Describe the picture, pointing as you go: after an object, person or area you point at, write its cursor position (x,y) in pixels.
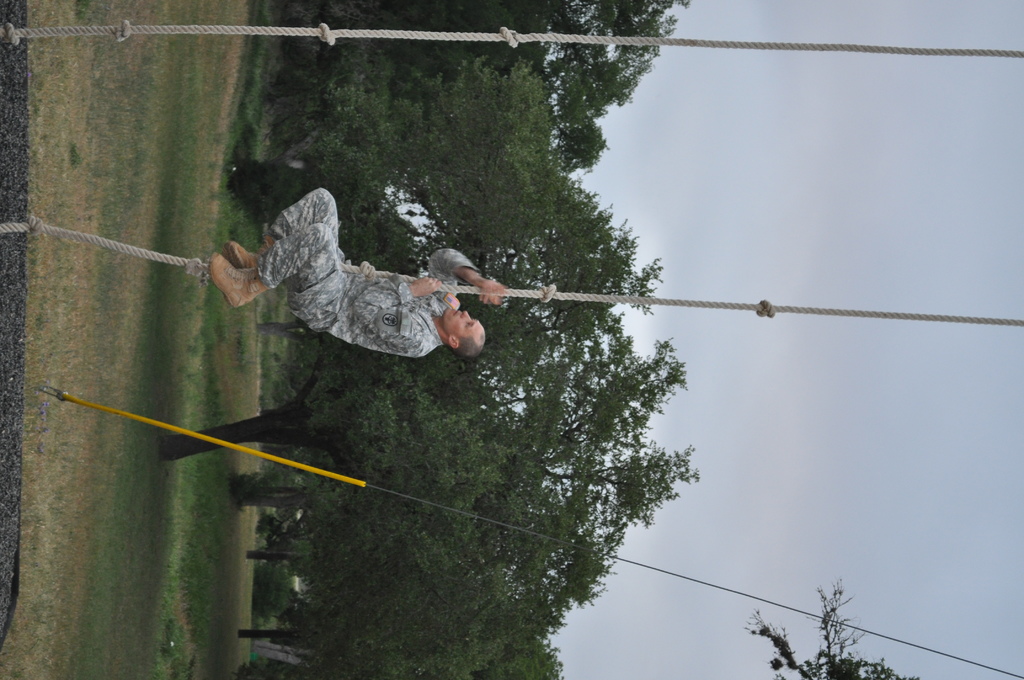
In the picture I can see a man (356,335) is climbing on the rope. The man (378,328) is wearing a uniform (342,316). I can also see ropes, trees (320,429), the sky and some other objects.
